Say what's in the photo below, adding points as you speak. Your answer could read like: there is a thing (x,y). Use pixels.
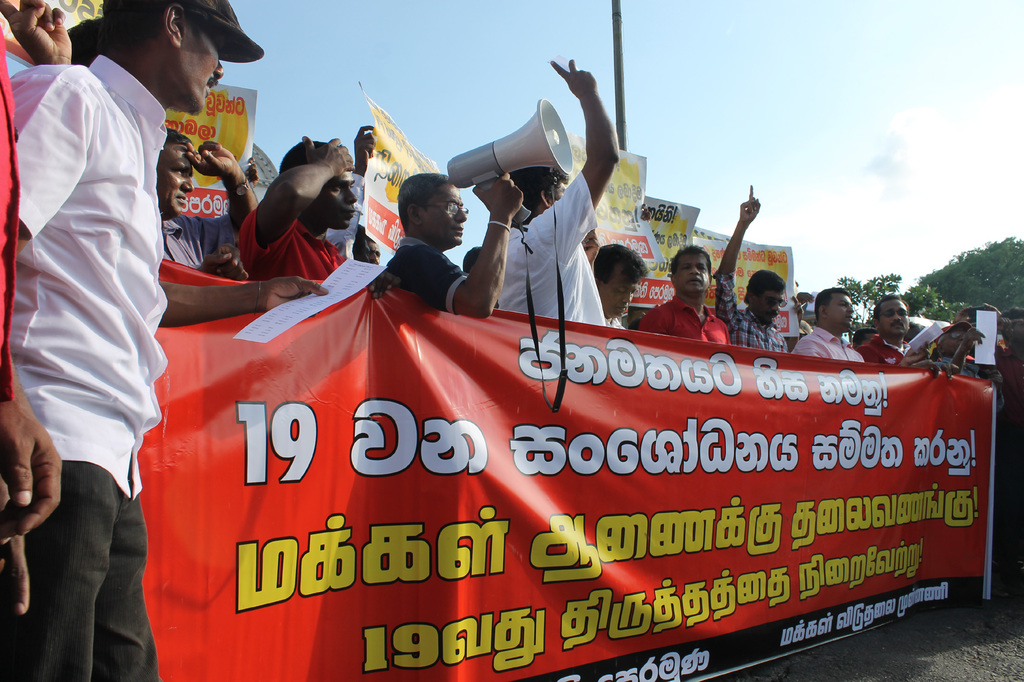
In this image I can see number of people (2,281) are standing. Here I can see one of them is holding a megaphone (491,171) and here I can see one is holding a paper (357,265). I can also see number of banners (426,370) and on these banners (361,358) I can see something is written. In background (869,318) I can see few trees (1023,260), a pole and the sky (812,108).
